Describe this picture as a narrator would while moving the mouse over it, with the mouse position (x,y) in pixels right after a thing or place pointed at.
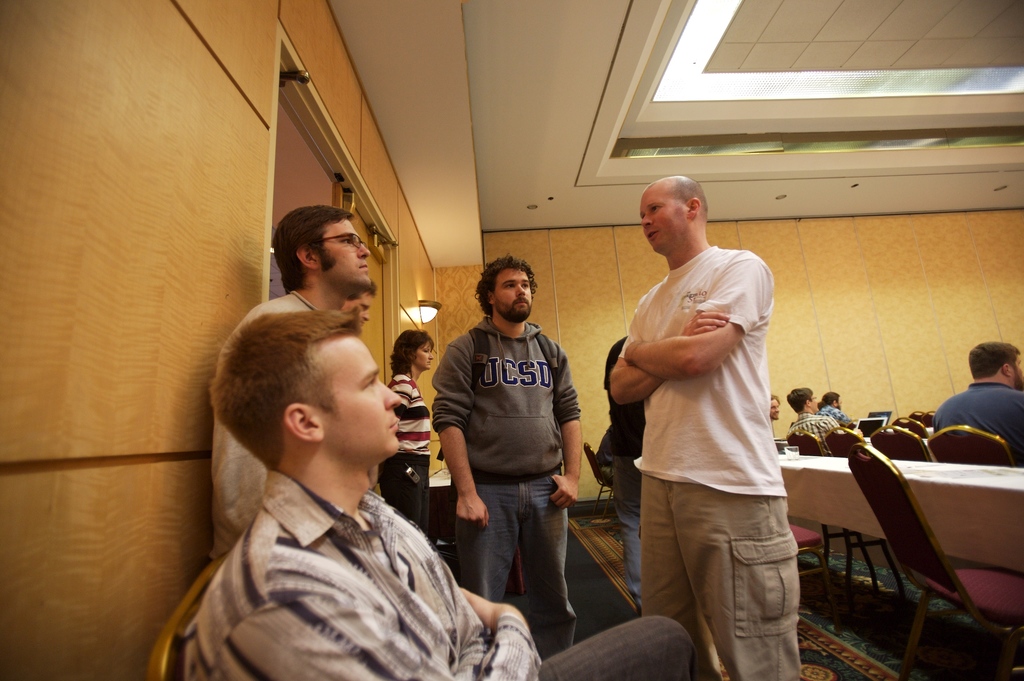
In the image there are a group of men (268,421) in the foreground (491,415) and around them there are tables (956,471), chairs (1004,461) and in the background (430,325) there is a wall (430,325) and on the left side (323,142) there is a door (316,130) behind the men (355,373).
